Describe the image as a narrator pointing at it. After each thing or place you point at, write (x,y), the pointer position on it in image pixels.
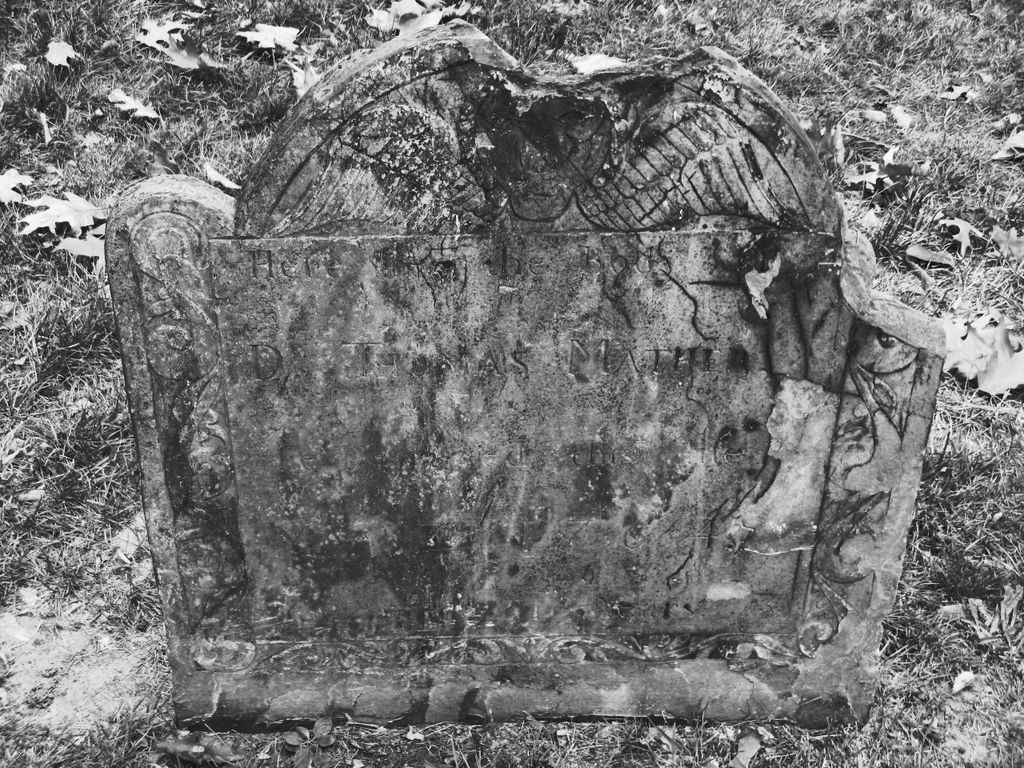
In this image we can see a rock (344,379), at back (1008,163) here are the dried leaves (1003,151) on the ground (291,57).
